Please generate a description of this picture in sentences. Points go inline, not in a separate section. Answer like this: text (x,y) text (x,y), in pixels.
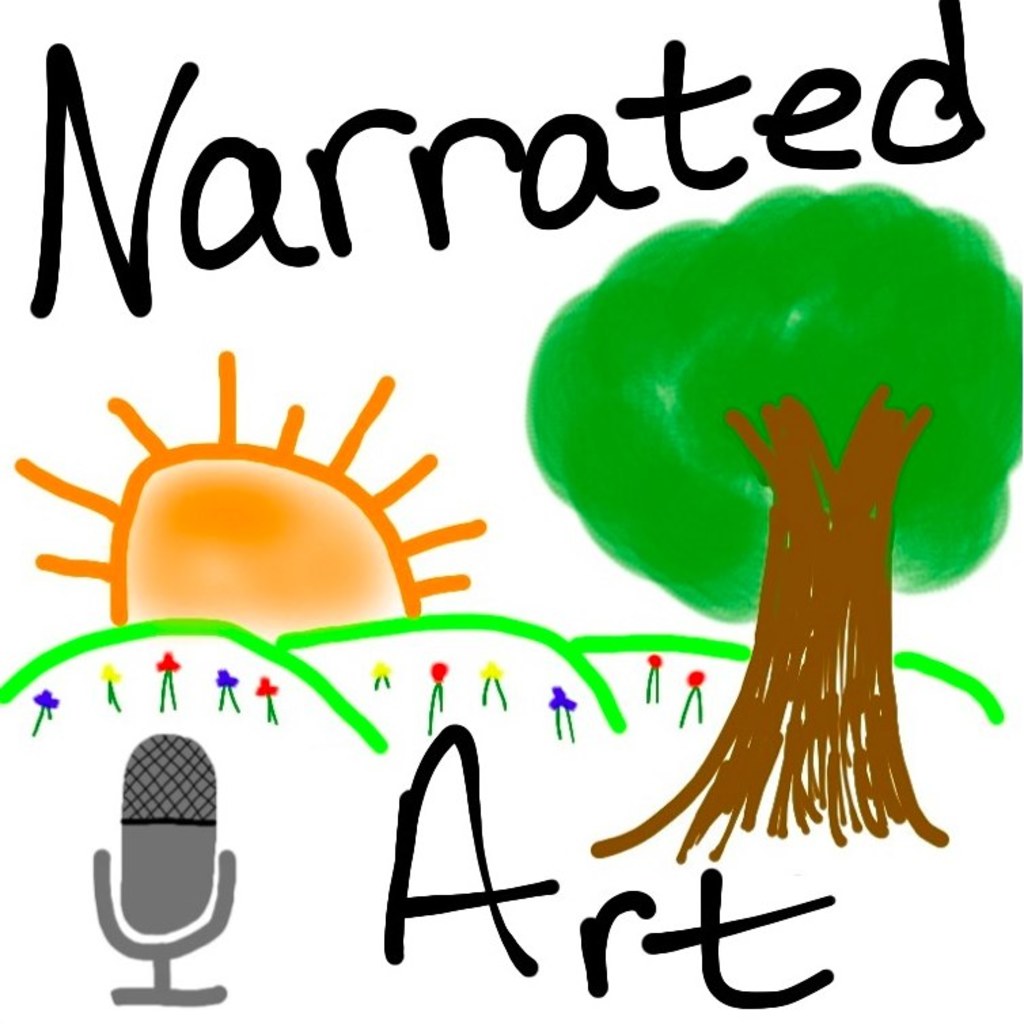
In this image we can see an art (450,628) in which there are some plants (492,702), tree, sun (199,513) and some text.
